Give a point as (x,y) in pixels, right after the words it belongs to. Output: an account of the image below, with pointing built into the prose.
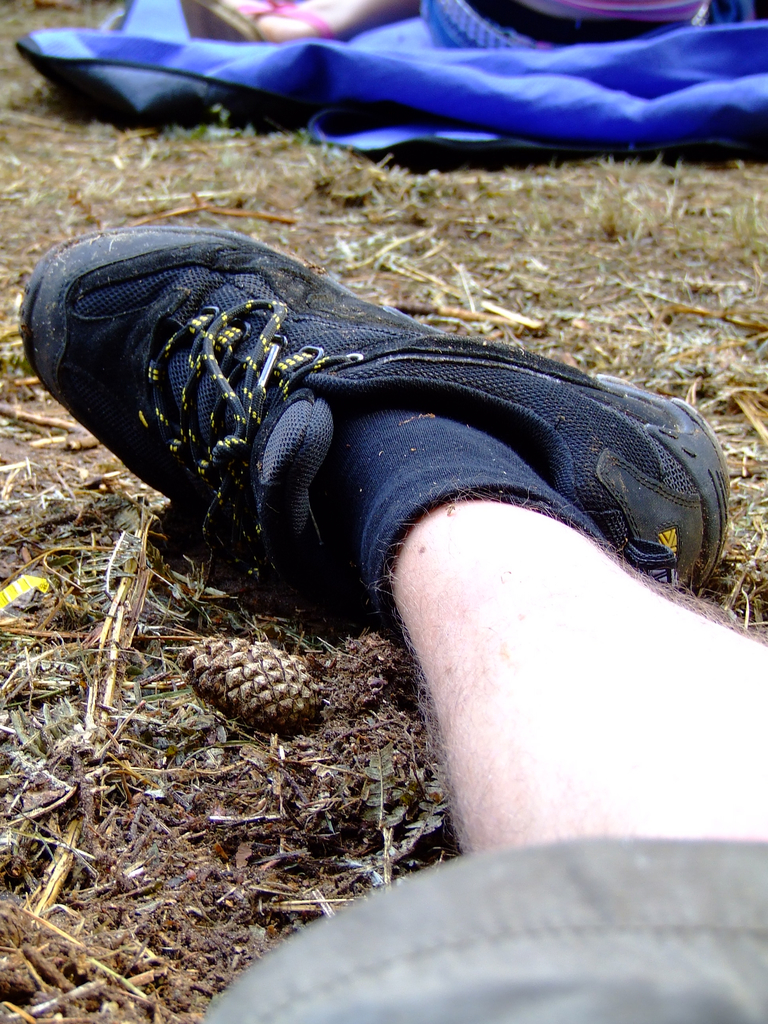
In this image I can see a person's leg (582,830) wearing grey colored shorts (610,928) and black colored shoe (338,375) is on the ground (262,609). On the ground (127,773) I can see some grass (455,319) and a blue colored sheet (432,108) and a person (411,9) sitting on a sheet (472,58).
